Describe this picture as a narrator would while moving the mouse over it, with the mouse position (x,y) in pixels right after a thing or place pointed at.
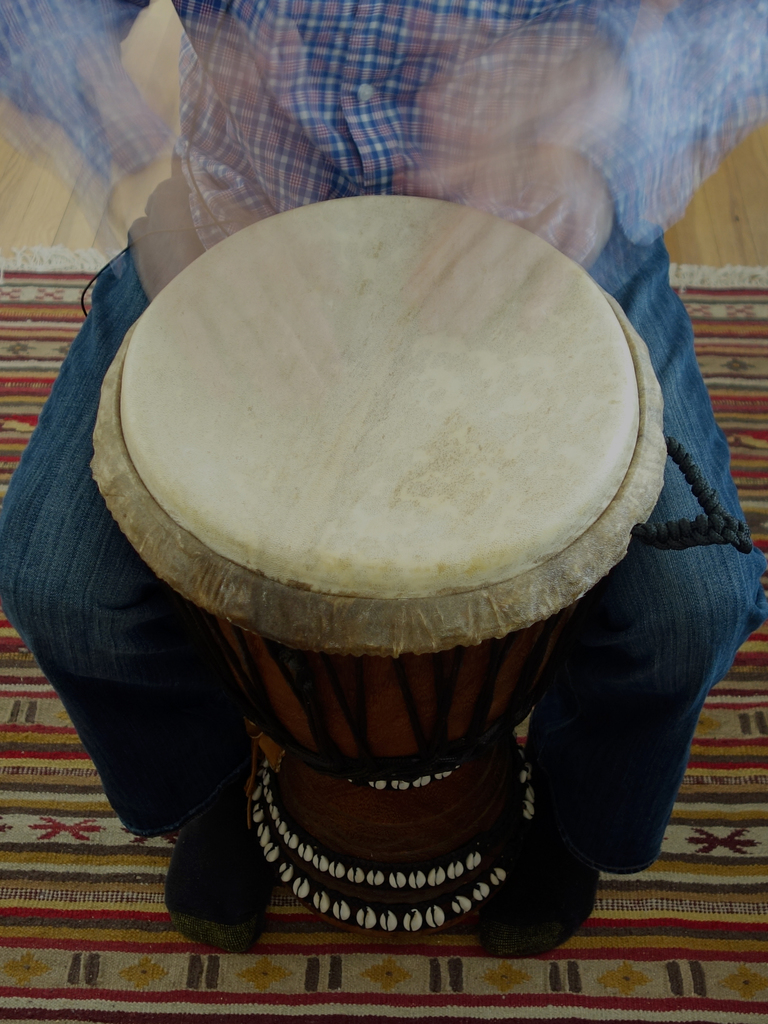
In this image i can see a person (367,62) wearing a blue jeans (92,646) and the musical instrument (374,462).
